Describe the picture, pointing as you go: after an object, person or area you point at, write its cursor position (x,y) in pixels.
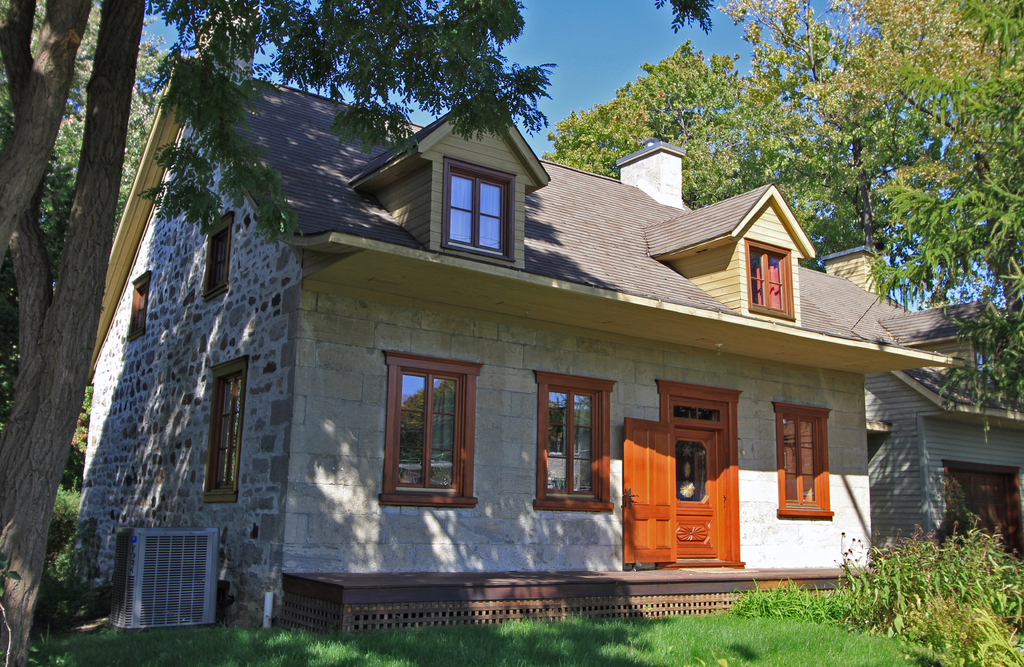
In the center of the image (590,297) there is a house (530,447). At the bottom of the image (648,652) we can see grass (773,620) and plants (965,585). In the background (1014,382) we can see trees (870,109) and sky (572,49).
